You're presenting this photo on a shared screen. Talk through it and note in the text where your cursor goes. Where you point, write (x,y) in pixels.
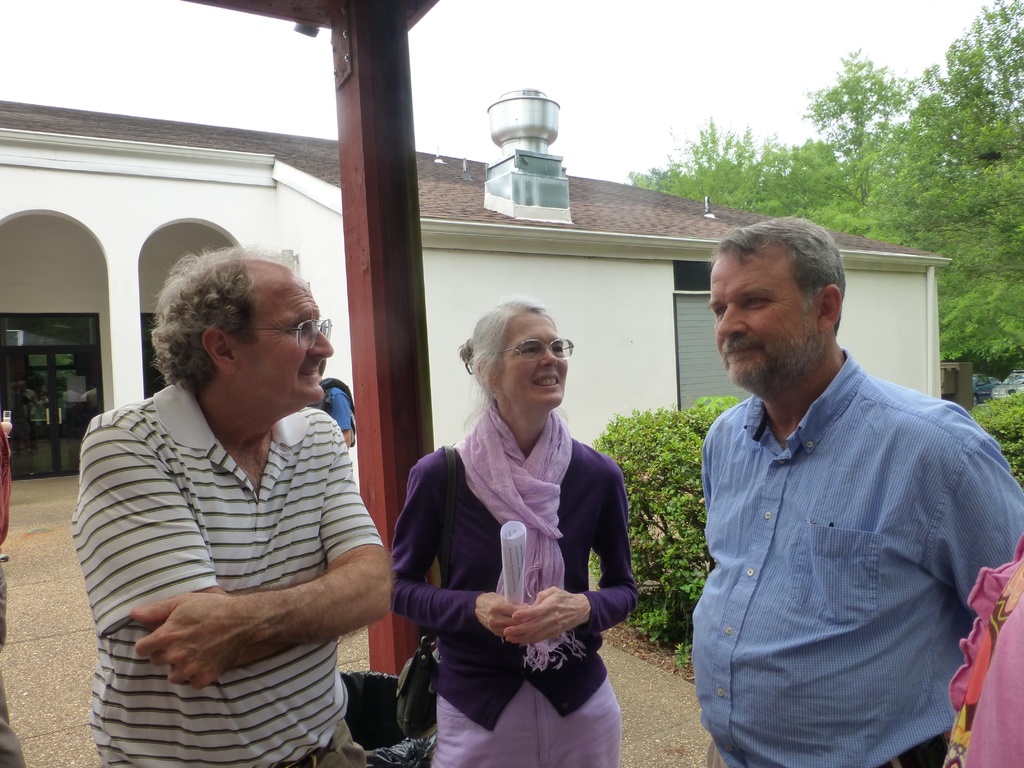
In the background (520,250) we can see sky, house (176,241). This is a glass door (36,400). At the right side of the picture (966,125) we can see a tree (962,236), vehicles (981,391) and plants (1019,413). Here we can see people (341,547) standing. This is a pillar (371,329).
